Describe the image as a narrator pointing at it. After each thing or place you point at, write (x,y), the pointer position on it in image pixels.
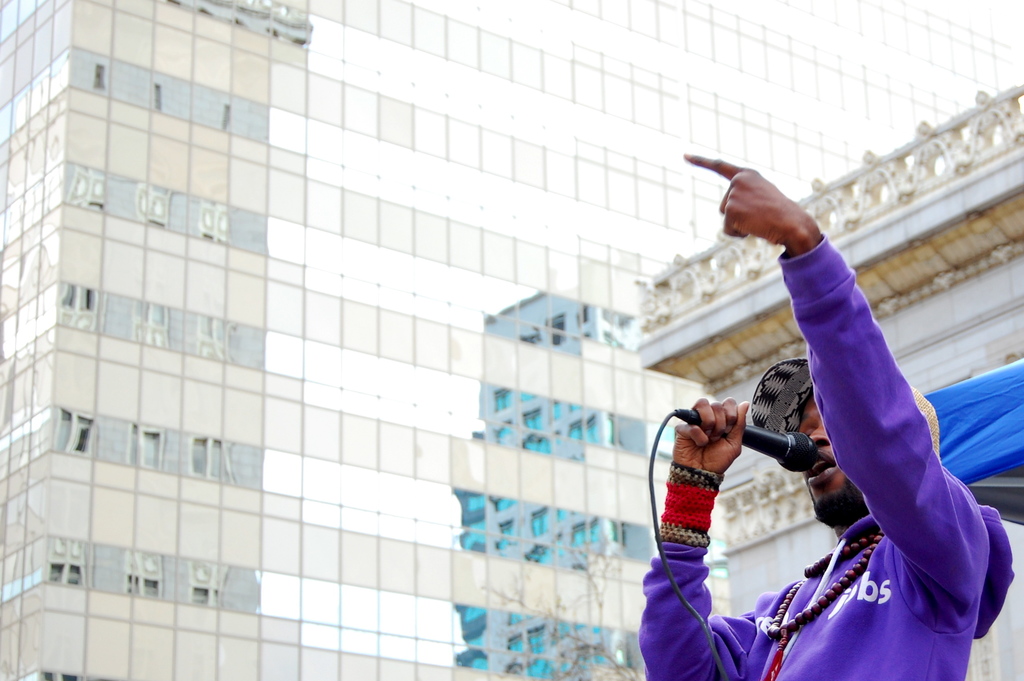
In this image at the bottom (893,557) there is one man (699,522) who is standing and he is holding a mike (768,446) it seems that he is singing, and in the background (381,370) there are some buildings (362,261).
